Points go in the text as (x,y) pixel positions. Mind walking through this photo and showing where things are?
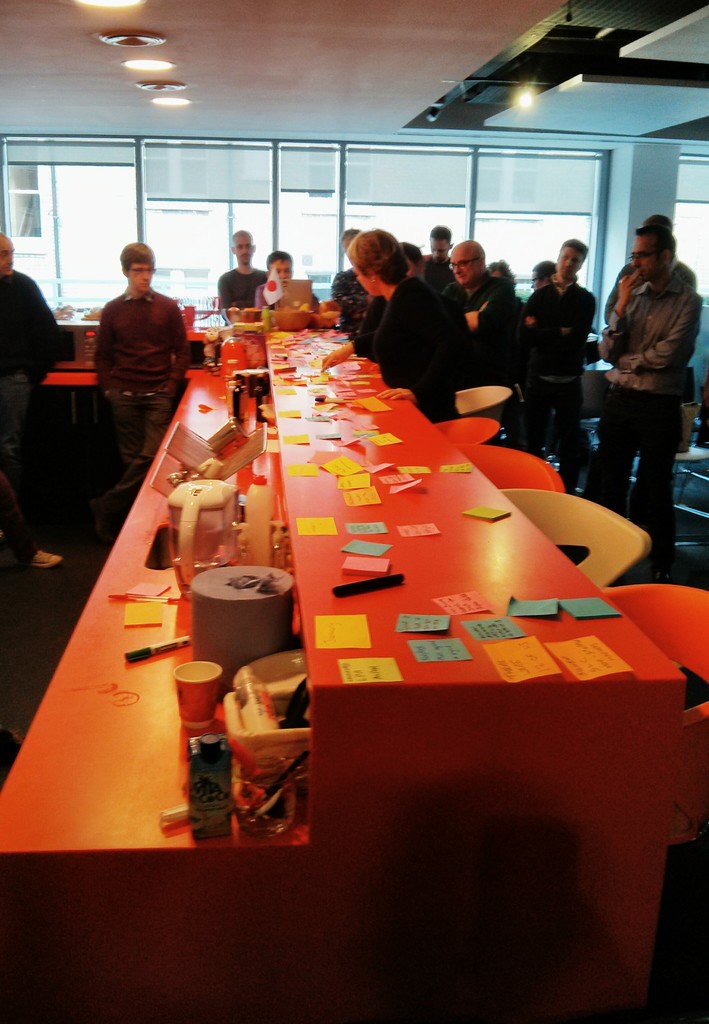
In this image, we can see people (434,257) wearing clothes (48,343) and standing in front of windows (514,227). There are lights (144,35) in the top left of the image (170,99). There is a table (272,350) in the middle of the image (334,548) contains sticky notes (299,360) and some objects (237,566). There are chairs (527,485) on the right side of the image (680,588).
